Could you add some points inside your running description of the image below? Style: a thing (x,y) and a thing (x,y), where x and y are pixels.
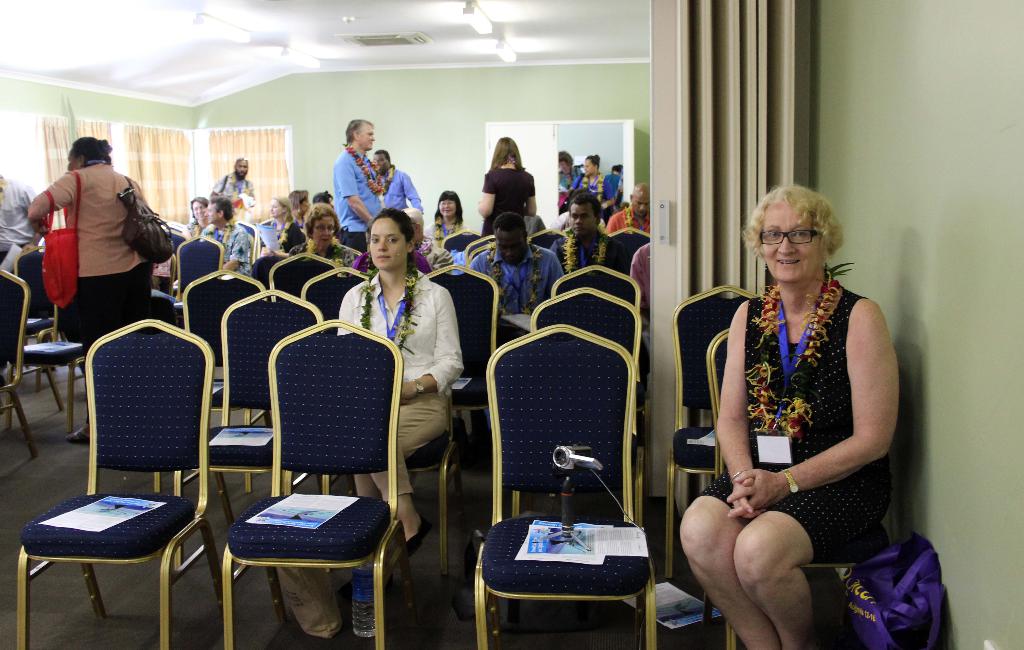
At the top (361,66) we see ceiling (479,46), lights (483,15) and central AC (359,41). On the background (430,104) we can see wall (356,104), windows (277,136) and curtains (241,135). Here we can see few persons (532,183) standing and few (281,204) are sitting on chairs (267,362) and on the chairs (346,373) we can see papers (321,504) and a camera (563,498). At the right side of the picture (813,329) we can see a woman (846,346) wearing spectacles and id card (779,456). Beside to her there is a bag (902,600).
